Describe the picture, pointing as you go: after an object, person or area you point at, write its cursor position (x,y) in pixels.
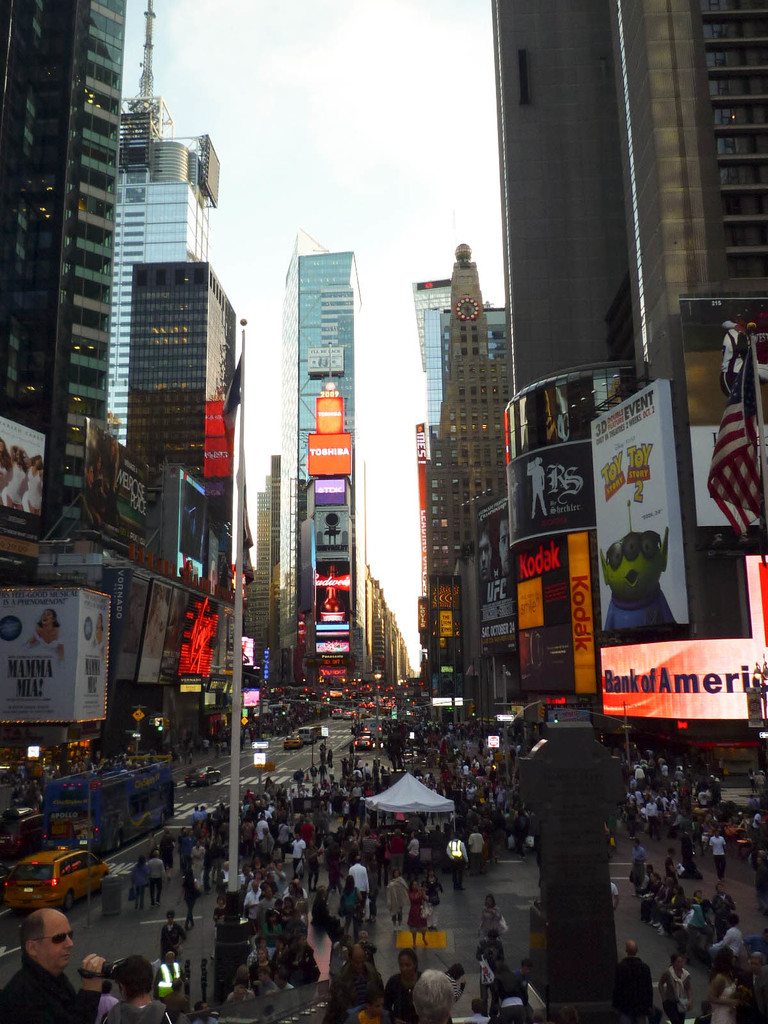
In this image I can see group of people (759,891), some are walking and some are standing. I can also see a tent (430,795) in white color, background (703,664) I can see few buildings (472,503) and I can also see few boards (447,612) attached to the buildings (449,398) and the sky (374,166) is in white color.
